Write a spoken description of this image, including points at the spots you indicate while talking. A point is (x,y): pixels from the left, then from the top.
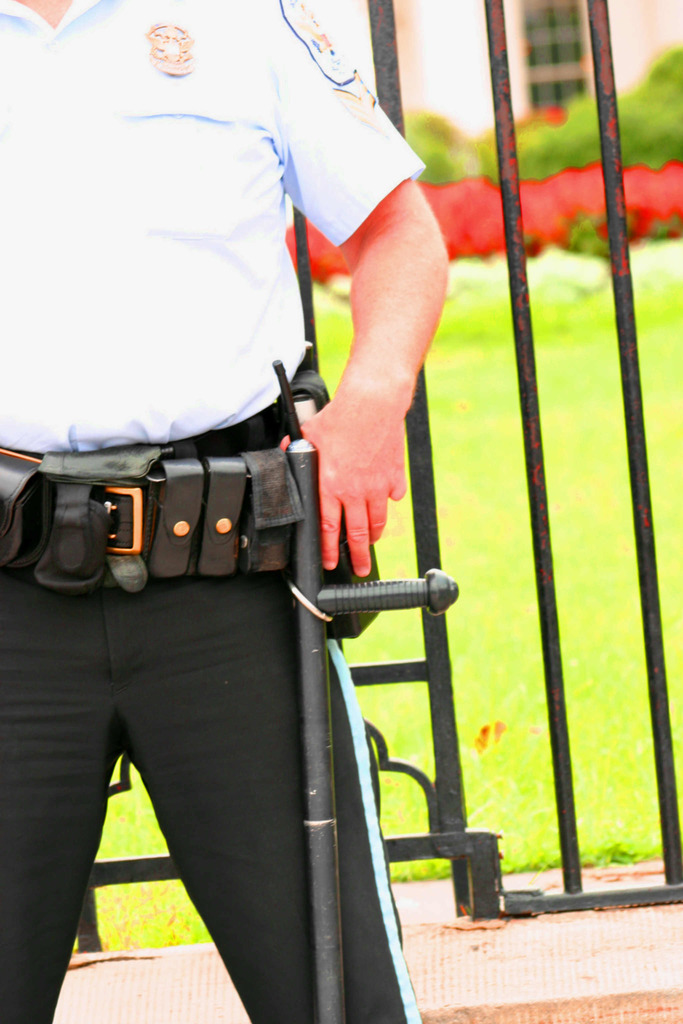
In the background (478,478) we can see grass (496,444). We can see black grills (641,483). On the left side of the picture (56,100) we can see a man (111,455) standing.
